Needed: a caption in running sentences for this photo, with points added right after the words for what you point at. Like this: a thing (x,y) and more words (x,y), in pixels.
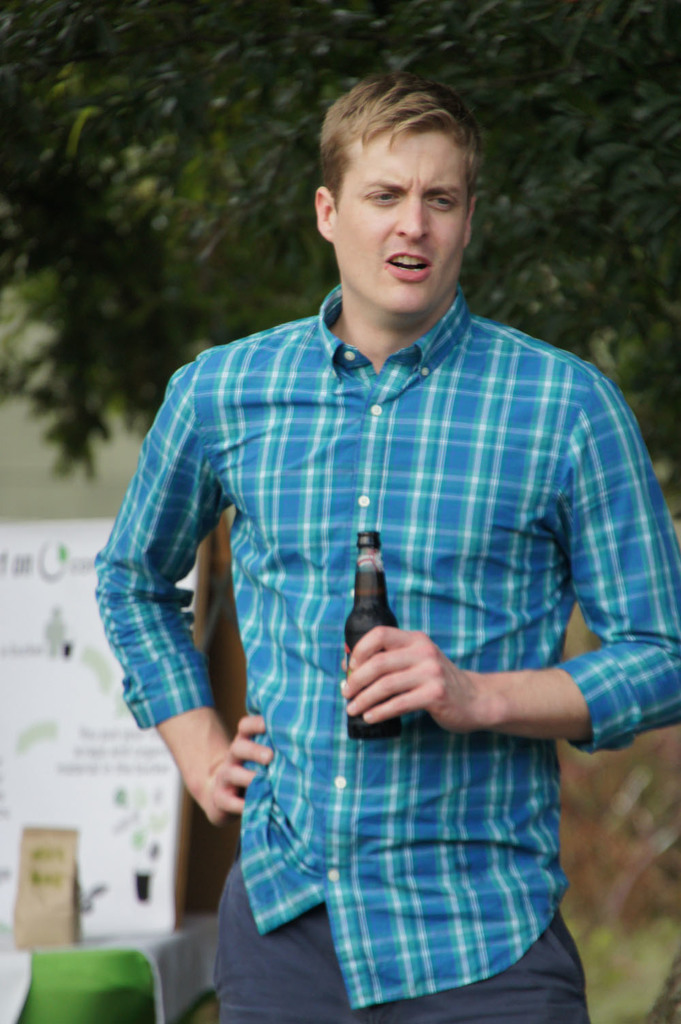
As we can see in the image there is a person (383,487) wearing sky blue color shirt (450,636) and holding a bottle (359,632). In the background (261,105) there is a tree (99,417), banner (103,527) and wall (99,473).
